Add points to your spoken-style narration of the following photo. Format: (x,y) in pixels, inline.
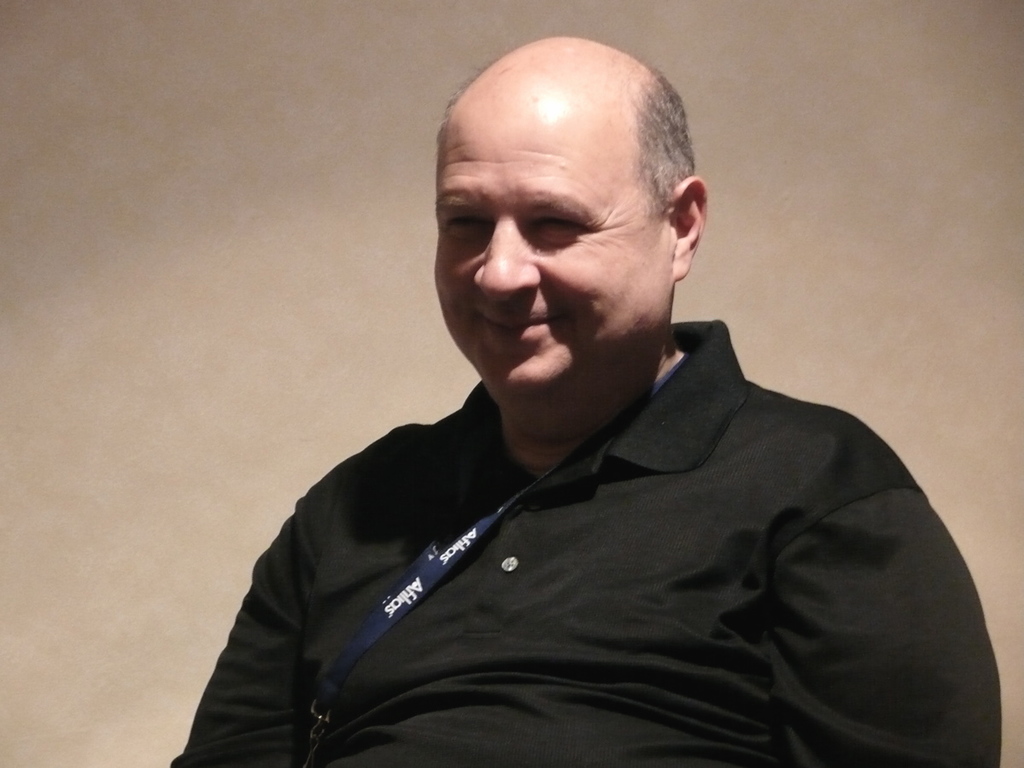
In this image in the center (468,336) there is one person (564,626) who is smiling, and in the background (417,108) there is a wall (264,159).
